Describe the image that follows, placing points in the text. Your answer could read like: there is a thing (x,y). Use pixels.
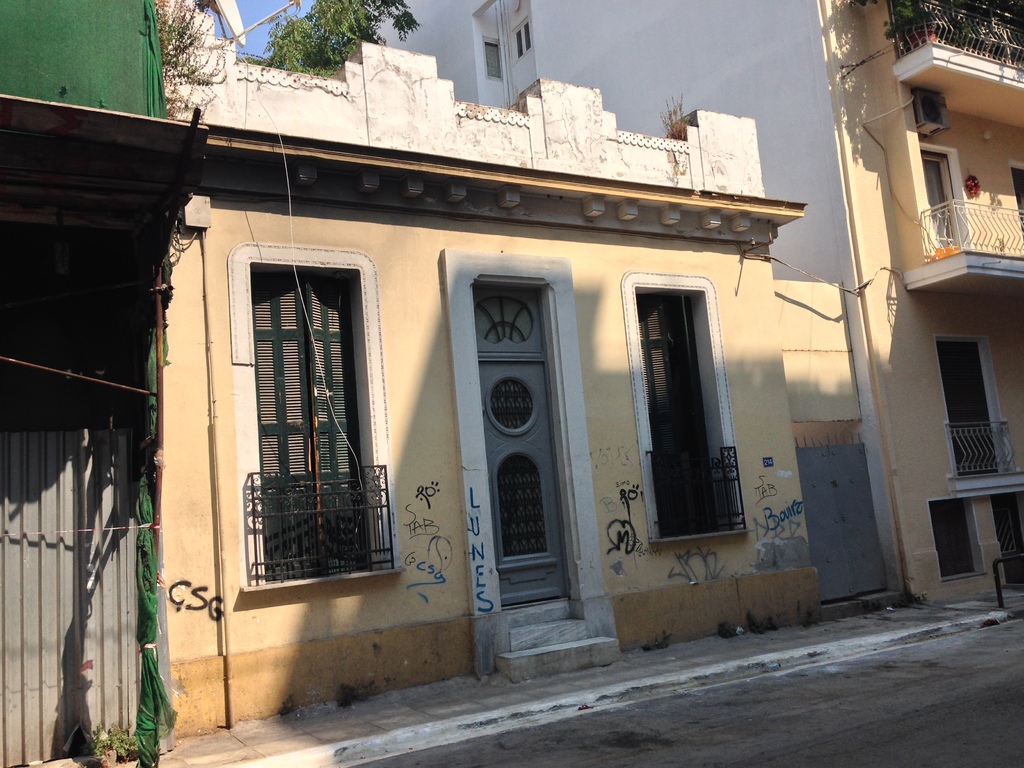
In this image in the middle (469,490) there are houses (708,250), buildings (616,184), trees (295,59), windows (646,483), doors (554,441), wall (441,425), road (702,732) and sky (248,40).
